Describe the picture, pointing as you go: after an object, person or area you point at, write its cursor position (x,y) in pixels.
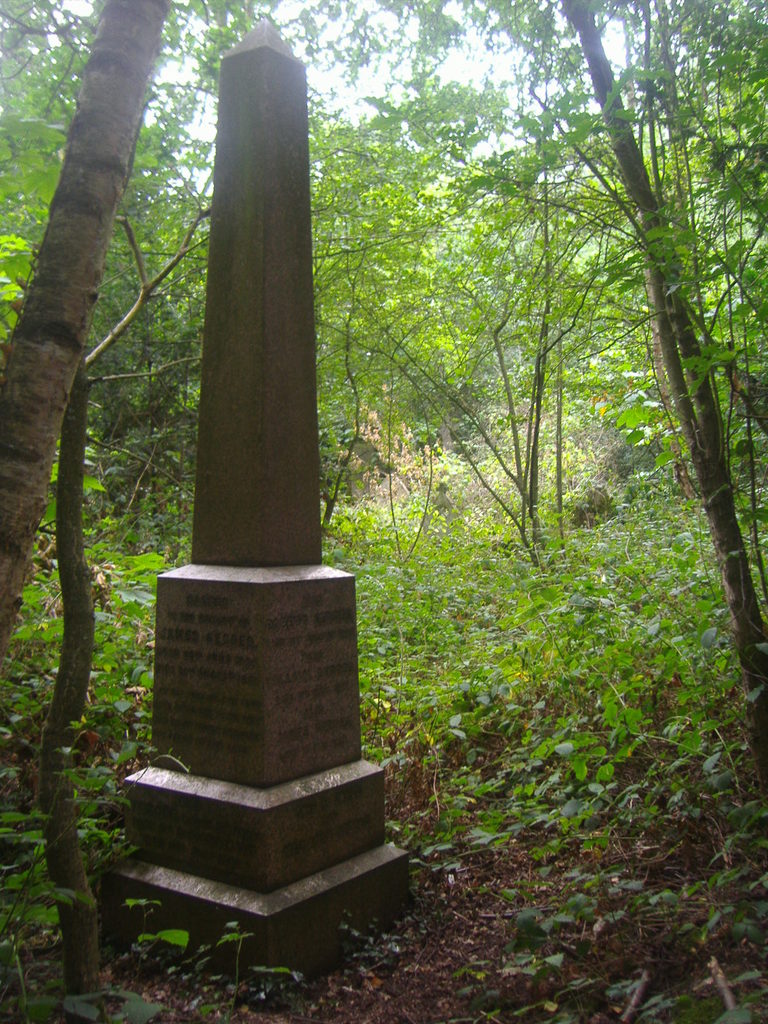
In this image there is a stone pillar (199,577) in the middle of the forest (86,725). Behind there are many trees (391,312) and plants (5,867).
